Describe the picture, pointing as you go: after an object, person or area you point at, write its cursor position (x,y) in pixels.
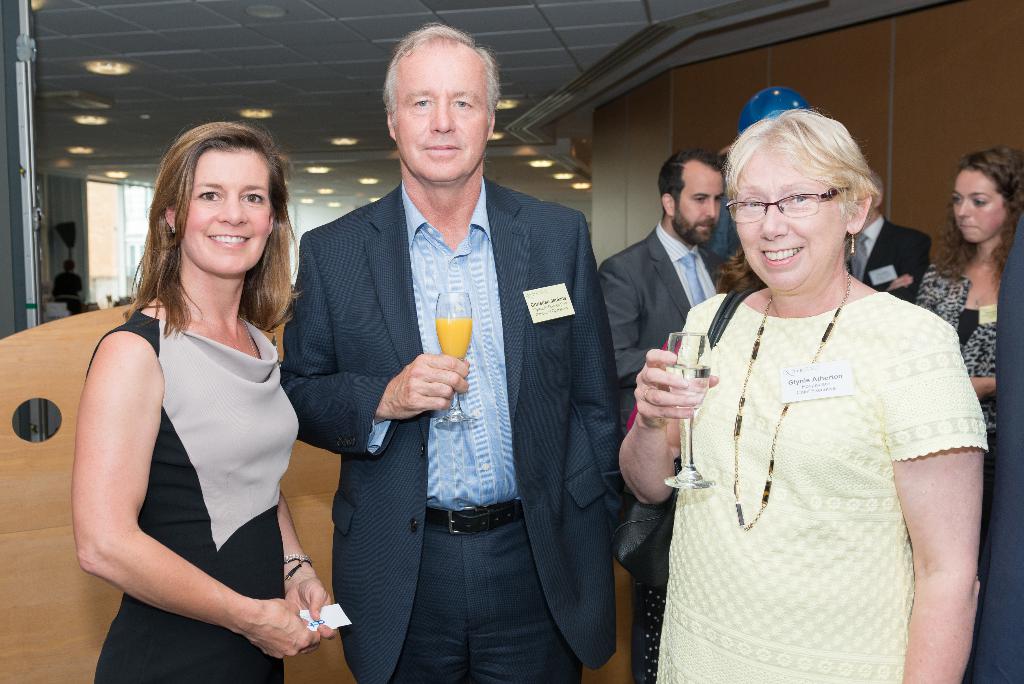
In this picture I can see there are some people (599,434) standing here and there is a wall (1015,144) here in the backdrop (636,113) and there are lights (97,66) attached to the ceiling (108,122).
